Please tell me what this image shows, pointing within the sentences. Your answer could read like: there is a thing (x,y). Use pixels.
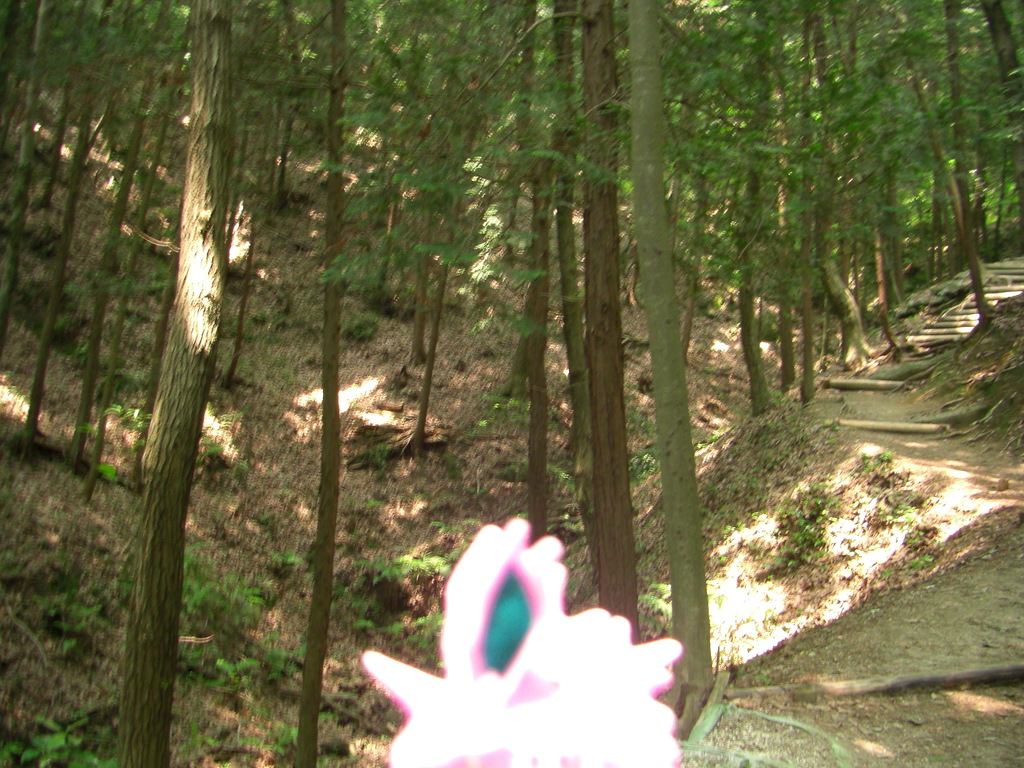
In this picture I can observe some plants (255,591) on the land (320,265). I can observe trees (714,136) in this picture. In the bottom of the picture (502,665) there is an object (479,630).
